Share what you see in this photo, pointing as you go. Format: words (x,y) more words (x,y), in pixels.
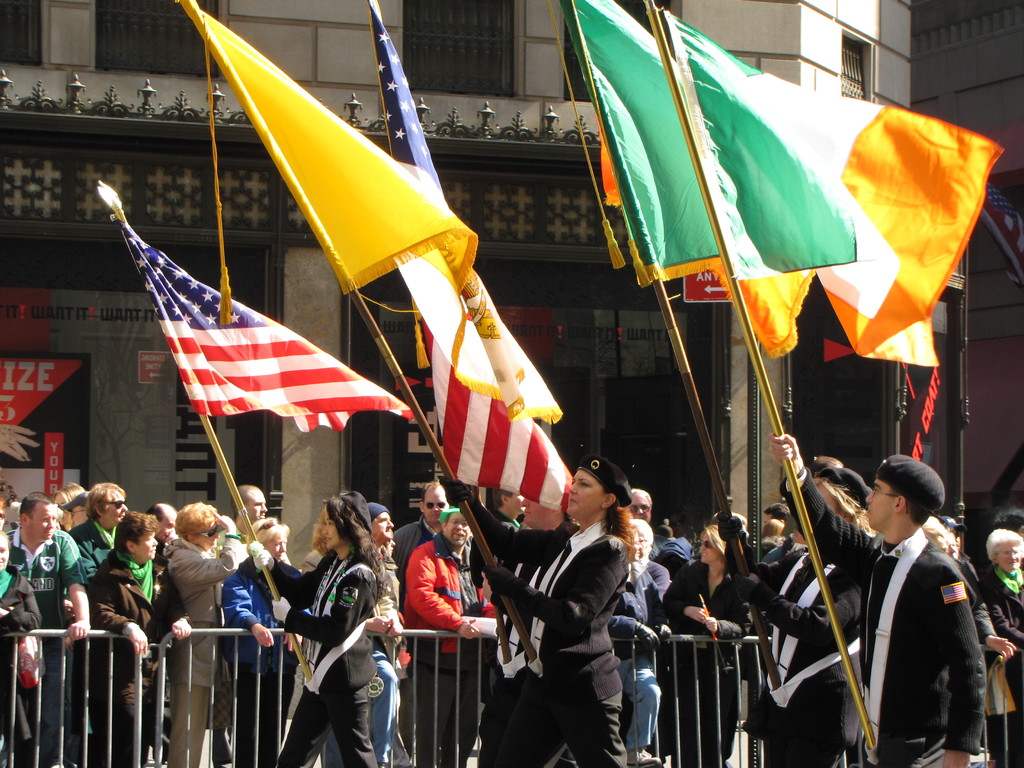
In this image there are people (574,644), railing (759,675), flags (937,203), building (284,278), poles (688,364) and object (64,353). Among them few people (907,598) are holding flags (706,124).
